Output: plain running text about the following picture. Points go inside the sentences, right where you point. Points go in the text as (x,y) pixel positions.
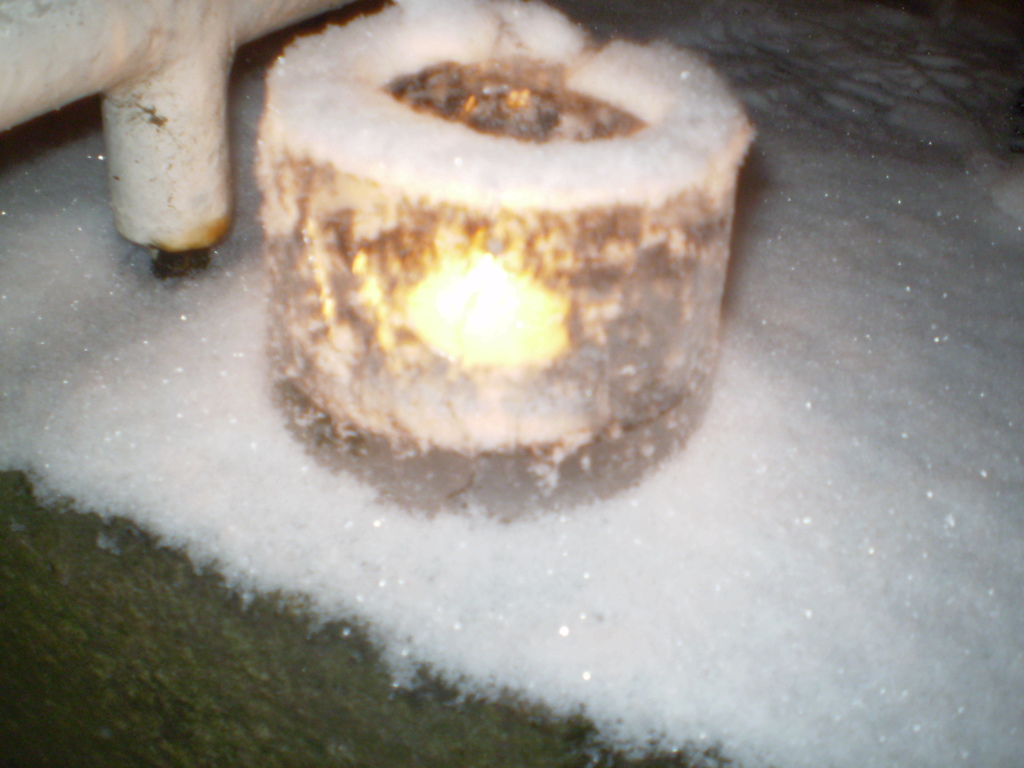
In this picture there is a candle light (486,309), beside that I can see the snow (795,320). At the top left corner (220,67) it might be the pipe (190,26).
